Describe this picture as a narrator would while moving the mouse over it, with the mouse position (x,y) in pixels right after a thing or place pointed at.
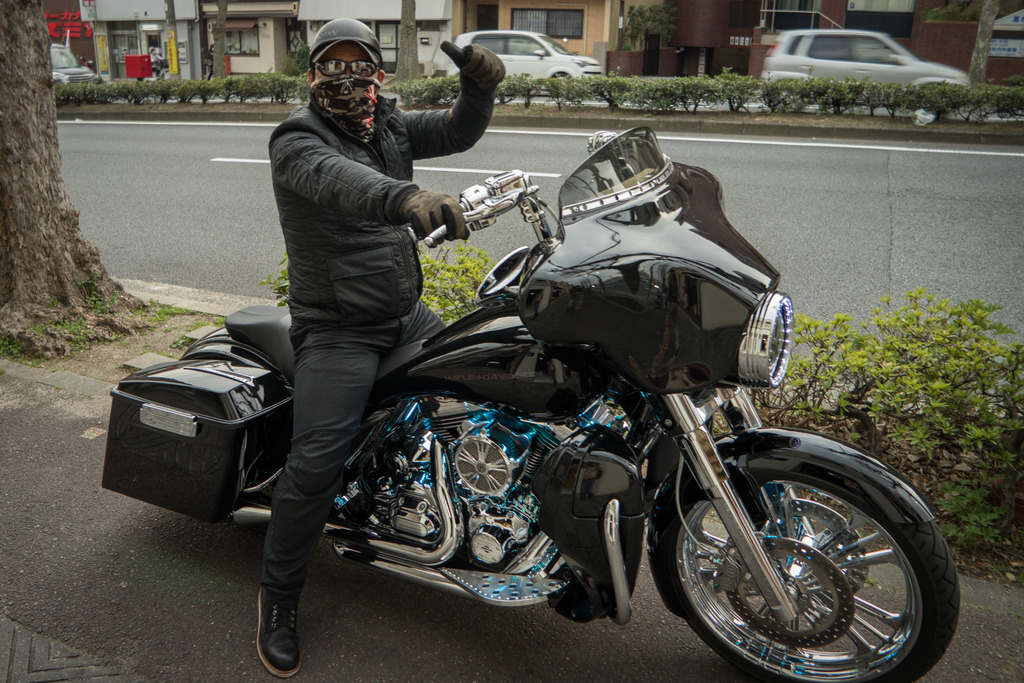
In the given image we can see a man (340,271) sitting on a bike (464,395). He is wearing a black color jacket (358,198) and helmet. This is a tree trunk (21,145), plant (875,377), building (749,71) and cars (850,67).
